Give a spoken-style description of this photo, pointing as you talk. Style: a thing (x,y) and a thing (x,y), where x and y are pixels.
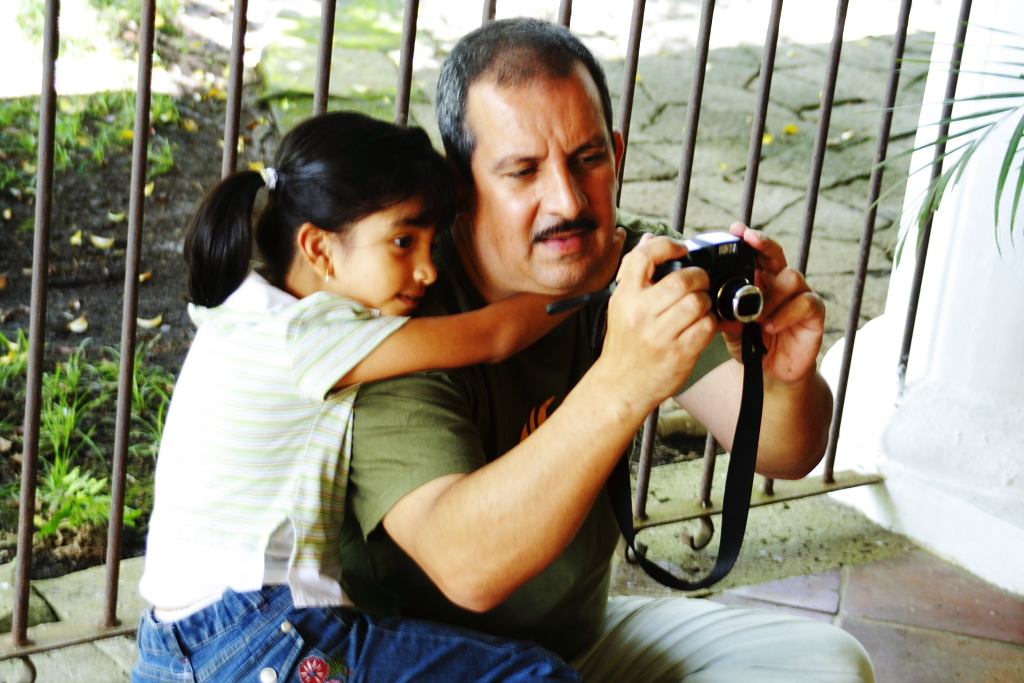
In this image this child (290,525) is holding the man (435,458) and looking into the camera. In the background (398,26) there is a fence (128,289) and grass (76,370).
